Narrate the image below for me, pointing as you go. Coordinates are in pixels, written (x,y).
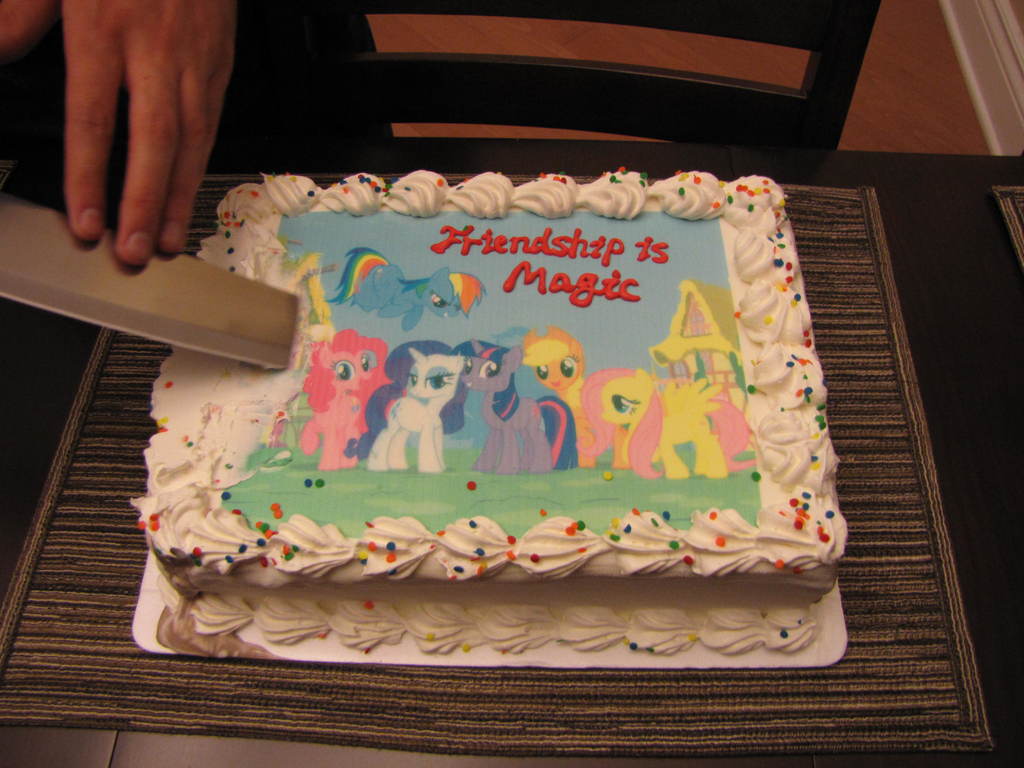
In this image we can see some person's hand (159,62) and that person (142,137) is holding an object (254,284). We can also see a cake (670,328) on the table (953,275). We can see the chair (789,96) and also the floor (938,90).
